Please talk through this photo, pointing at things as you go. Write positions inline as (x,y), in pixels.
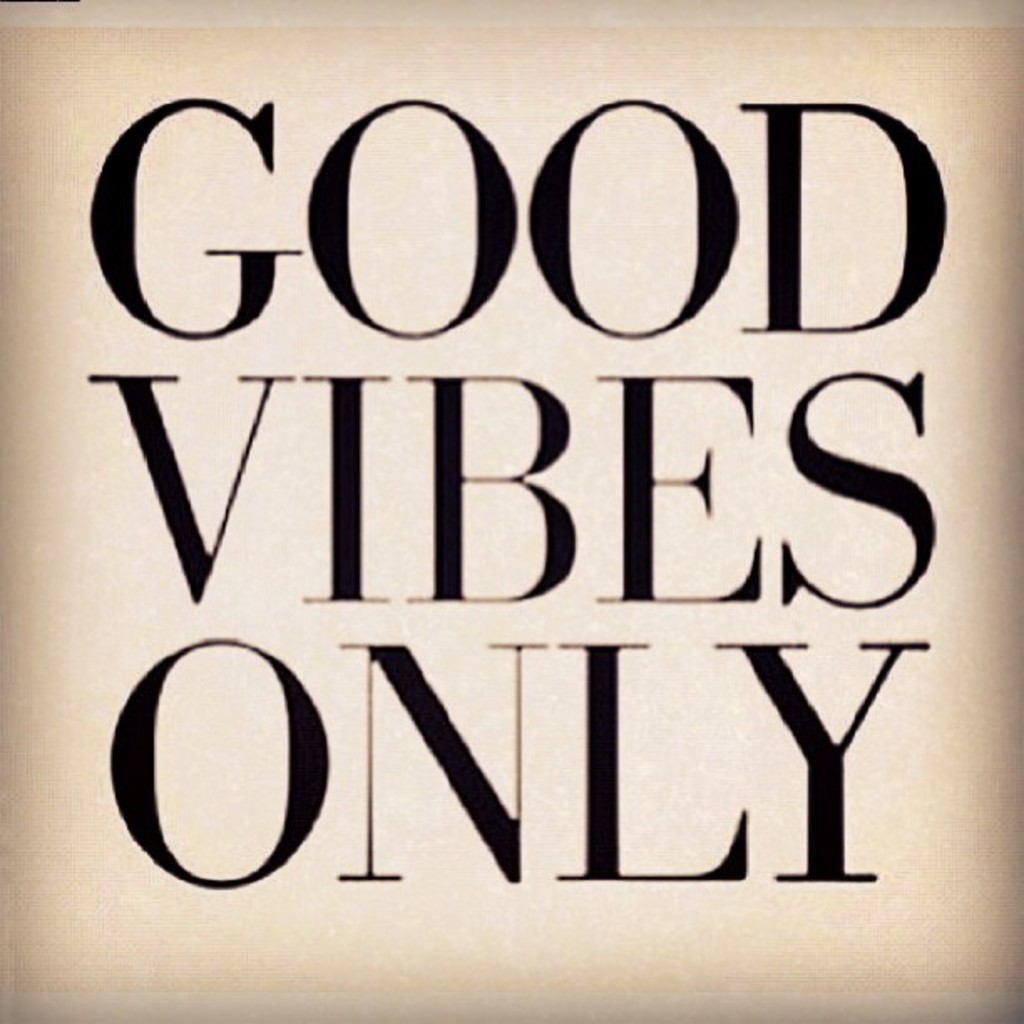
This is a zoomed in picture. In the center (342,423) we can see the text (365,389) on an object (147,358).
